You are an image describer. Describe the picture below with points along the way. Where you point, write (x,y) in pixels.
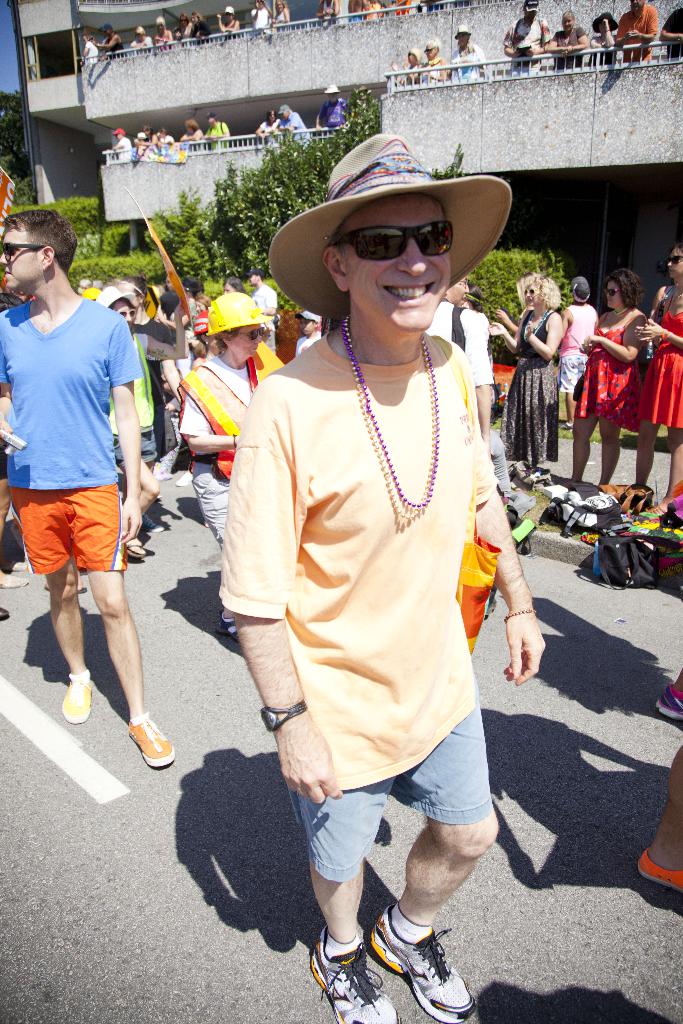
In this picture there is a man (424,195) who is wearing hat (465,216), goggle (379,246), t-shirt (337,608), watch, trouser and shoes (370,1002). In the back (649,330) I can see many people (623,296) who are standing on the road (552,593). In the background (638,17) I can see many persons (644,28) who are standing on the balcony (653,101). In the back (455,114) I can see the building (171,115). On the left (146,265) I can see the trees (209,237), plants (121,265). On the right (564,521) I can see some bags (596,525) and clothes (666,552).
